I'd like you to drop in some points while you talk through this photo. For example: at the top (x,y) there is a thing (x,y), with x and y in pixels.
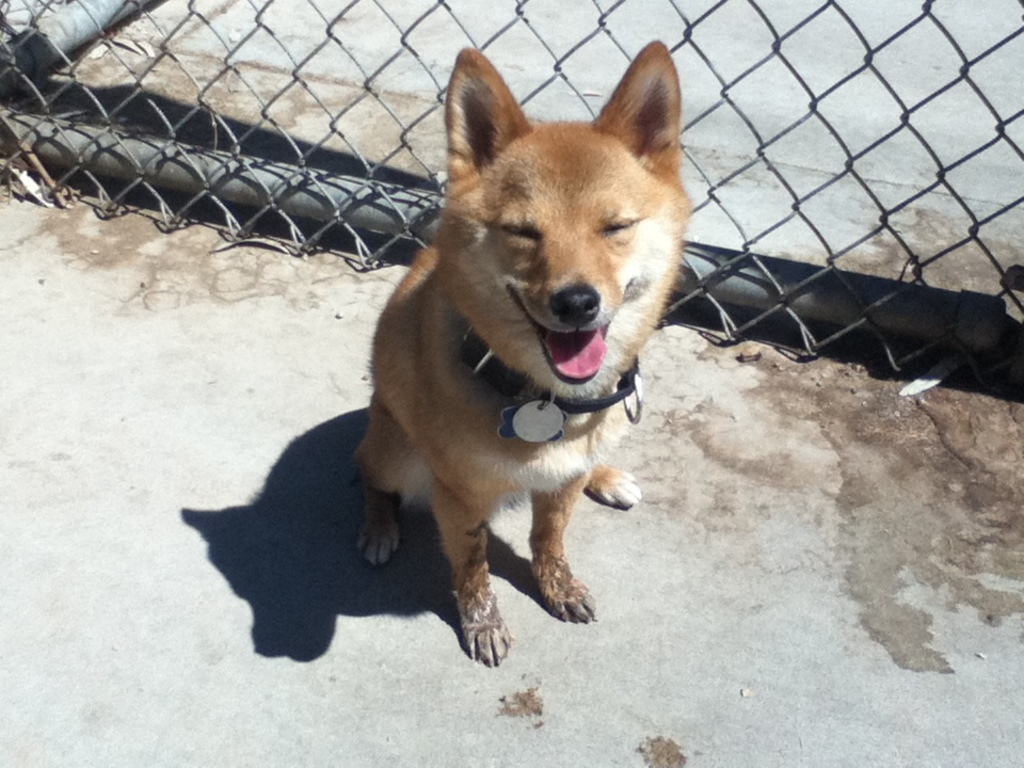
In the foreground of this image (589,338), there is a dog (542,586) sitting on the road (430,655). In the background (364,62), there is fencing (530,31).
